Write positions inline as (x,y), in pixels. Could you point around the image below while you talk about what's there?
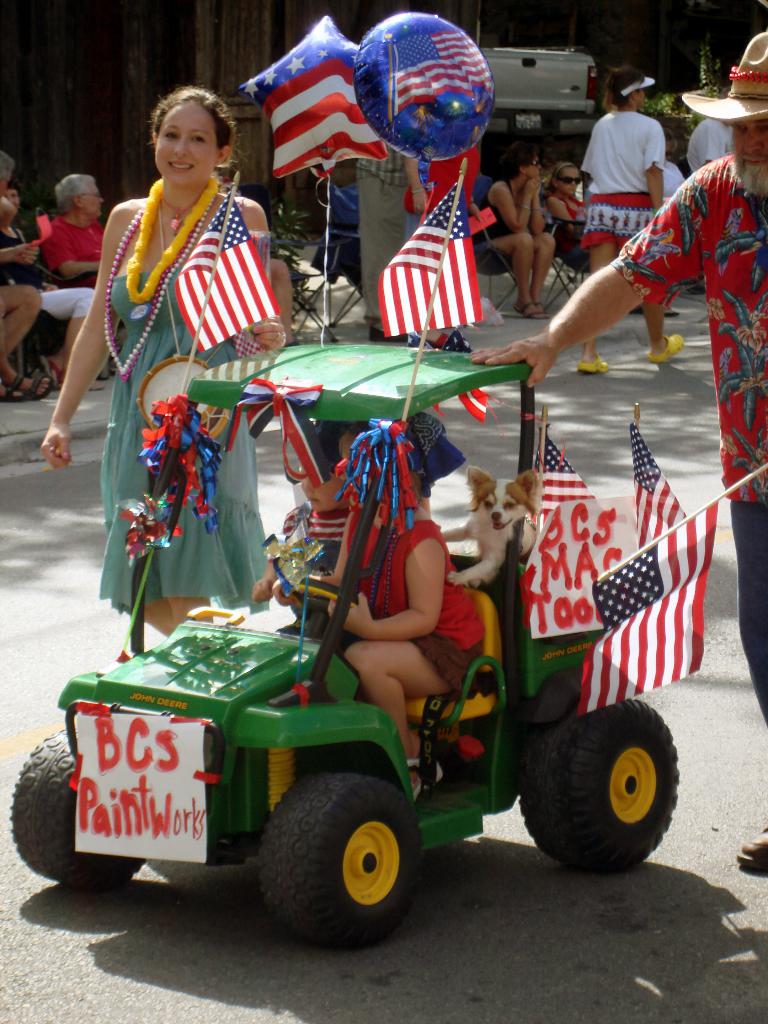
In this picture I can see two kids (453,688) and a dog (499,486) in a vehicle (318,756), there is a paper (140,802), there are flags (701,646), there are two persons (730,499) standing and holding the flags (200,340), there are balloons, and in the background (537,79) there is a vehicle (569,62), group of people (8,313) sitting on the chairs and two persons (656,126) standing.
